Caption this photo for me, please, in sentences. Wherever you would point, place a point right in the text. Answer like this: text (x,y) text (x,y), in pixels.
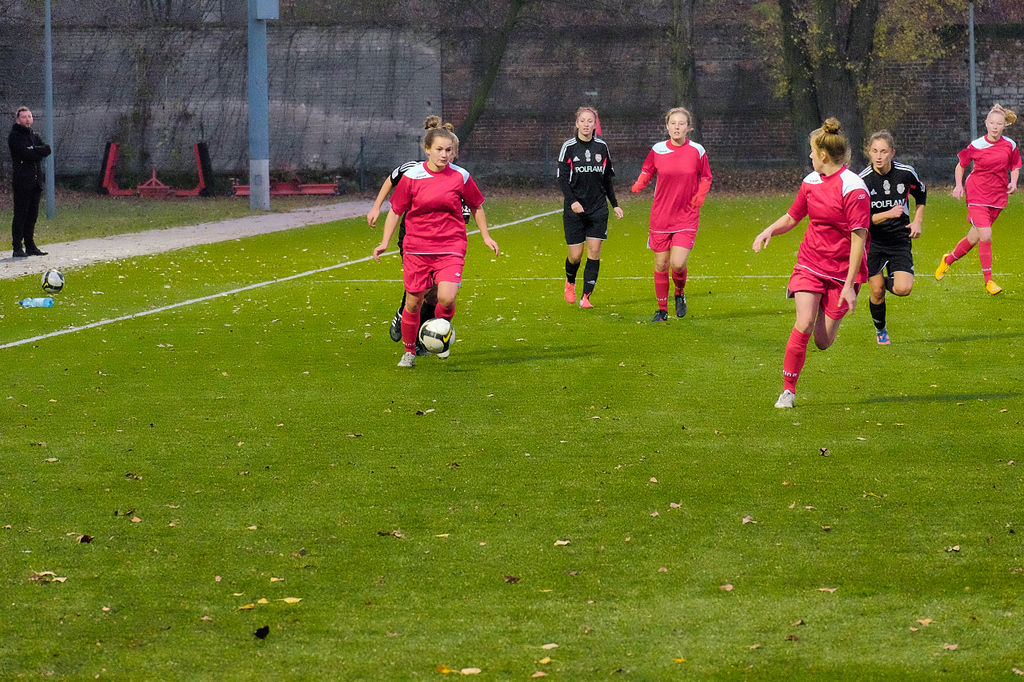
In the picture we can see a playground (488,537) with a grass surface (993,452) on it we can see some girls (970,221) are playing football and they are in sports wear (985,221) and besides them we can see a man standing some far away with black clothes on the path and besides him we can see two poles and a wall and near to it we can see some trees (864,144).
